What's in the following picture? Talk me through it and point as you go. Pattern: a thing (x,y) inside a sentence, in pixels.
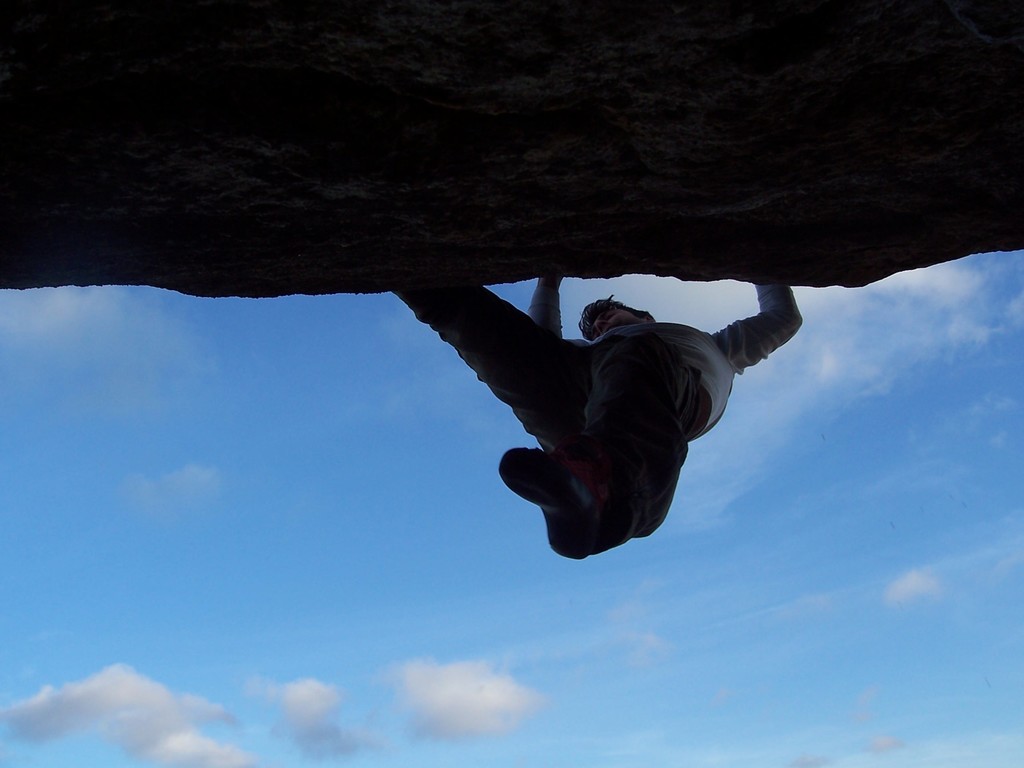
In the center of the image (633,382) a person (491,336) is climbing the hill (546,188). At the bottom of the image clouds (437,723) are present in the sky (159,526).
